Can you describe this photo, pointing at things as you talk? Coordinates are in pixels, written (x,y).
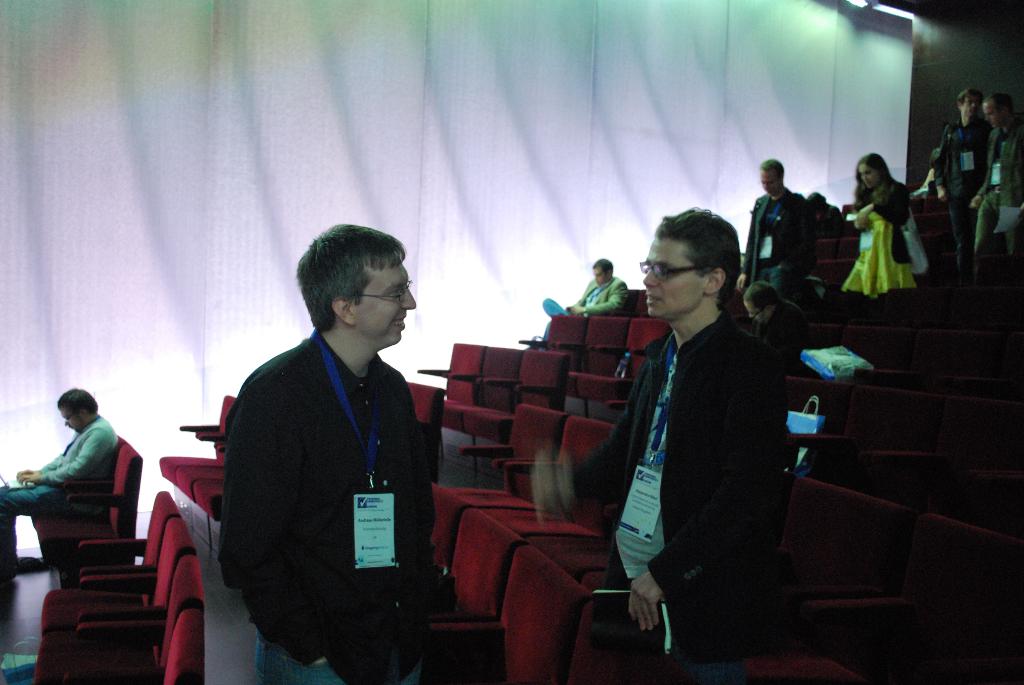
In the background (471,134) we can see the white backdrop (842,142). We can see people (609,308), among them few are sitting on the chairs (1012,340), few wear identity cards (994,175) and few are standing. We can see bags (804,461) on the chairs (804,438). It seems like a movie theater (35,595).
